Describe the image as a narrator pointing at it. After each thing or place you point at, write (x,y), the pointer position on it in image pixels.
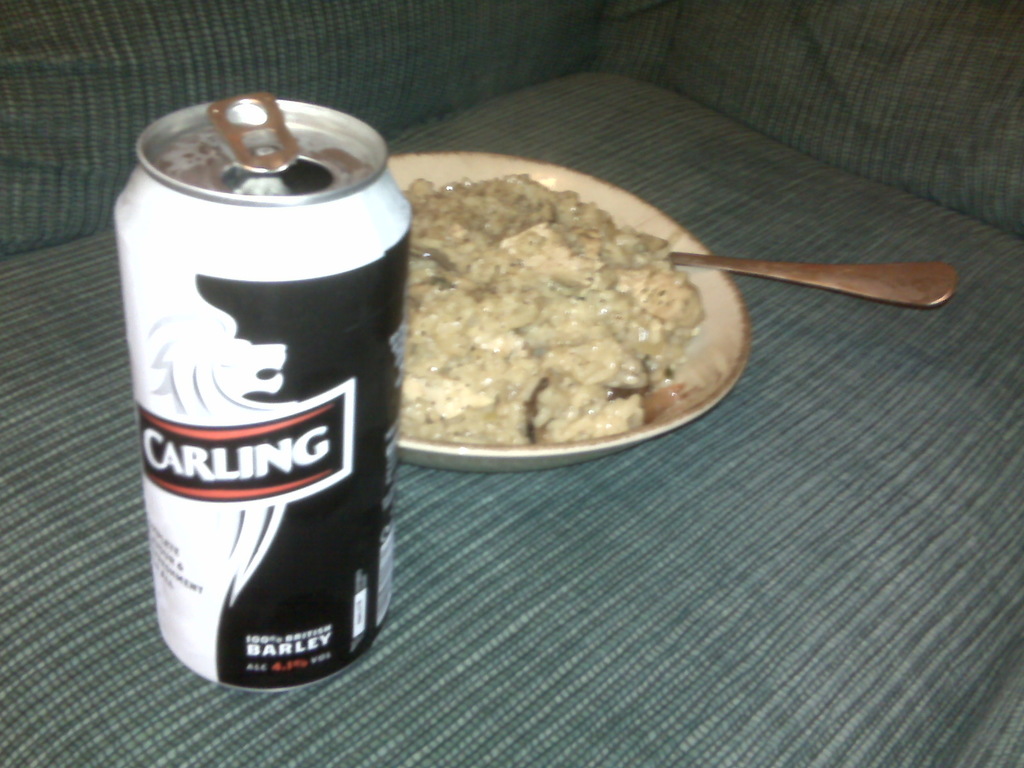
In this image there is a food item (536,261) and a spoon (725,269) on the plate (715,296). Beside the plate (454,454) there is a tin (233,247) on the sofa (523,648).
